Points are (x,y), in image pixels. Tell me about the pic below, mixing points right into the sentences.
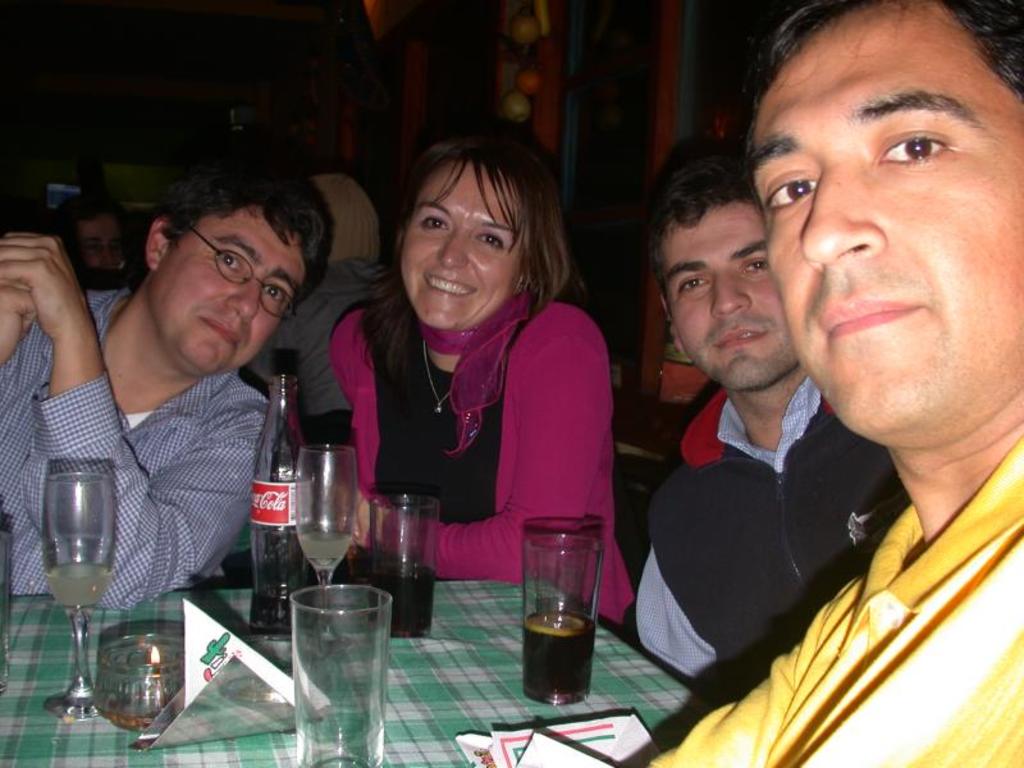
In the image we can see there are people (741,474) who are sitting on chair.
